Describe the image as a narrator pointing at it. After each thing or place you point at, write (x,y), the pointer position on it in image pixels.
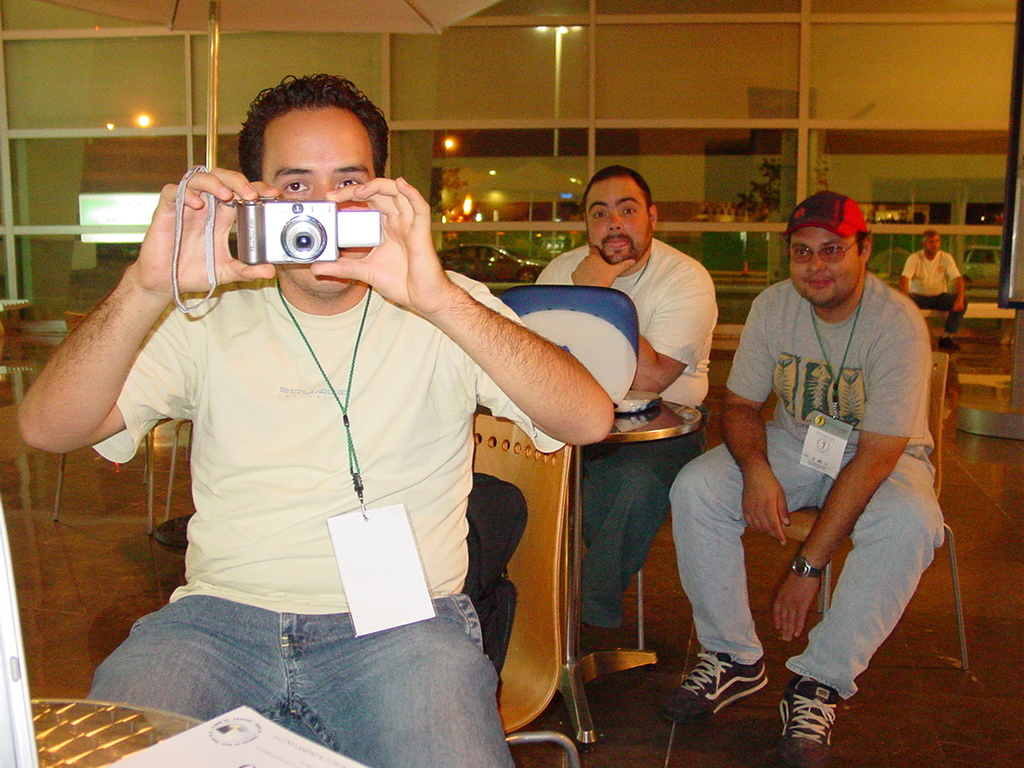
There are few man (301,552) sitting on chairs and one of them holding camera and capturing the viewer in front of a glass wall (583,189).
